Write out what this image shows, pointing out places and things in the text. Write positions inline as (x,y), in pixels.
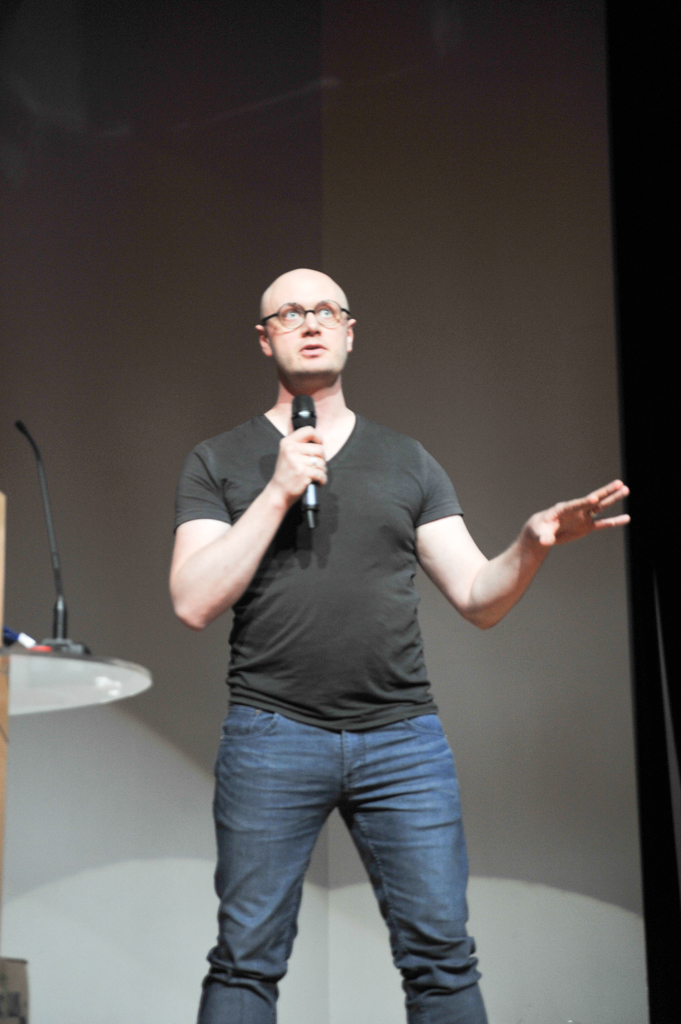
In this picture we can see man (255,868) standing and holding mic (294,414) in his hand (294,433) and talking and beside to him on table (57,695) we have mic stand (58,608) and in the background (489,664) we can see wall (270,143).
